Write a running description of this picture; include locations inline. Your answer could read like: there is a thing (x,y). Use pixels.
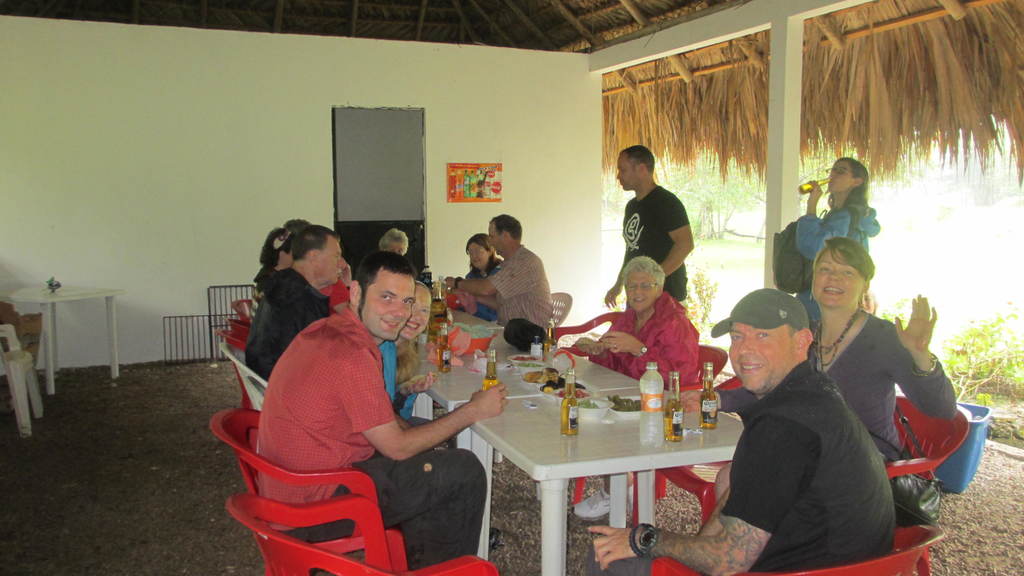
In the center (393,373) we can see group of peoples (756,318) were sitting on the chair (718,371) around the table (583,464). And they were smiling, on the table (587,428) we can see some objects (543,357) and here we can see two persons (654,248) were standing. Coming to the background (367,153) we can see wall (490,117), door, trees (731,189) and other table (88,293).
